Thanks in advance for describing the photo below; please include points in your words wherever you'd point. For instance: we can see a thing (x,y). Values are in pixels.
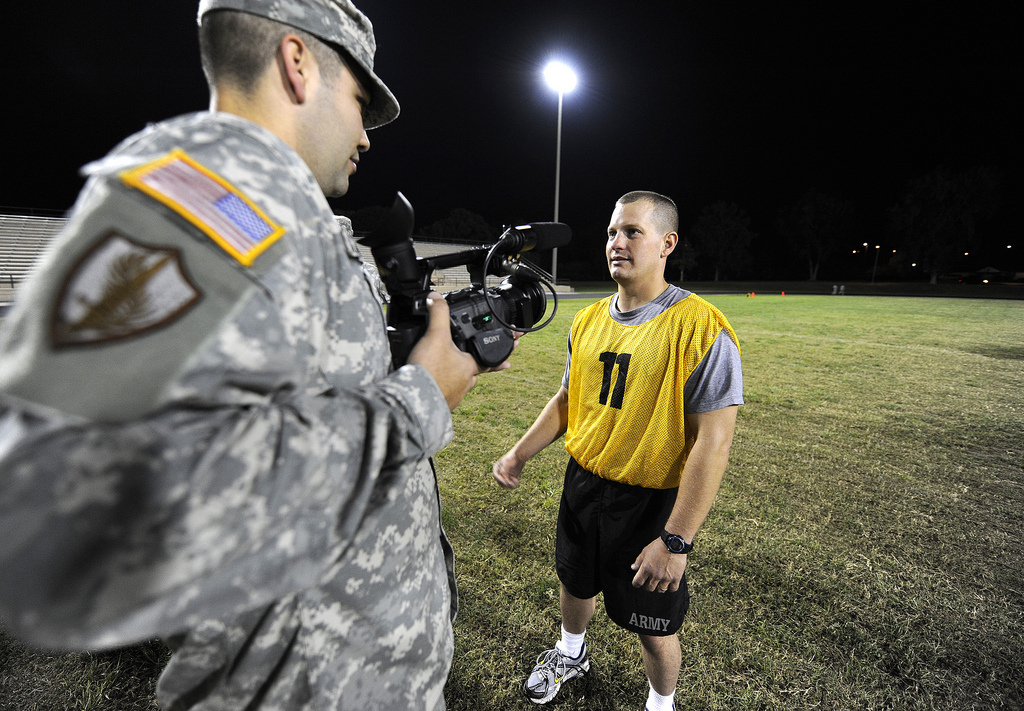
In this picture we can see a man (306,280) in the army dress (269,408) and the man (269,408) is holding a camera (403,282). In front of the man (298,387) there is another person (574,471) in the jersey (571,447). Behind the men (238,340) there is a pole (555,194) with a light (560,64). Behind the people (275,471) there are trees (921,244) and the dark background.
